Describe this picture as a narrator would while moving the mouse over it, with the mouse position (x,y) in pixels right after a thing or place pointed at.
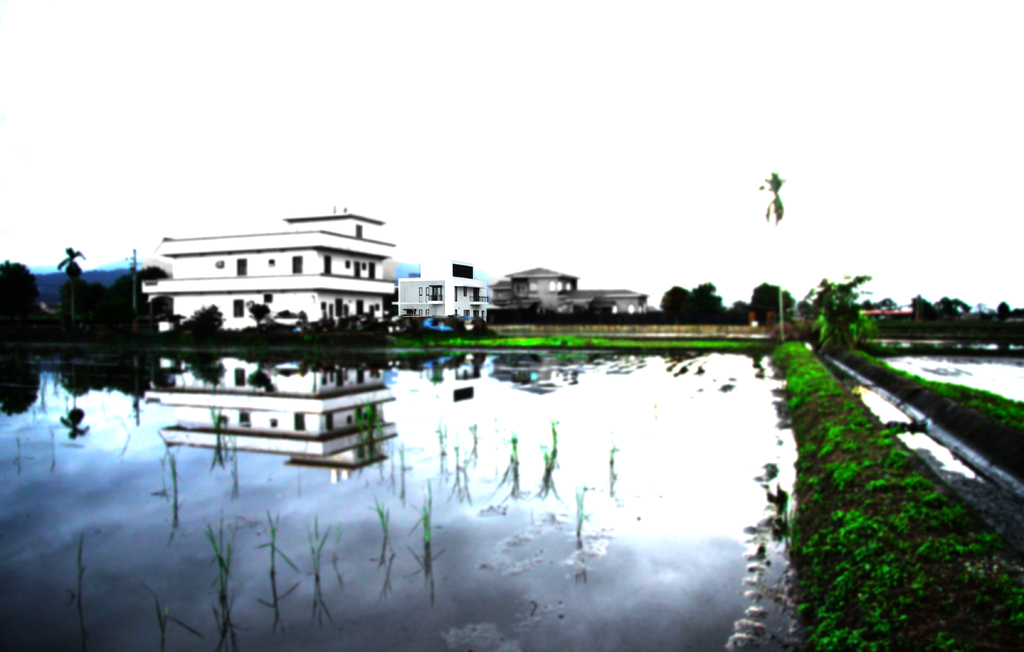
In this image we can see water (304,624), poles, plants (906,479), trees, and buildings (413,309). On the water (281,447) we can see the reflection (686,479). In the background (773,219) there is sky (696,205).
